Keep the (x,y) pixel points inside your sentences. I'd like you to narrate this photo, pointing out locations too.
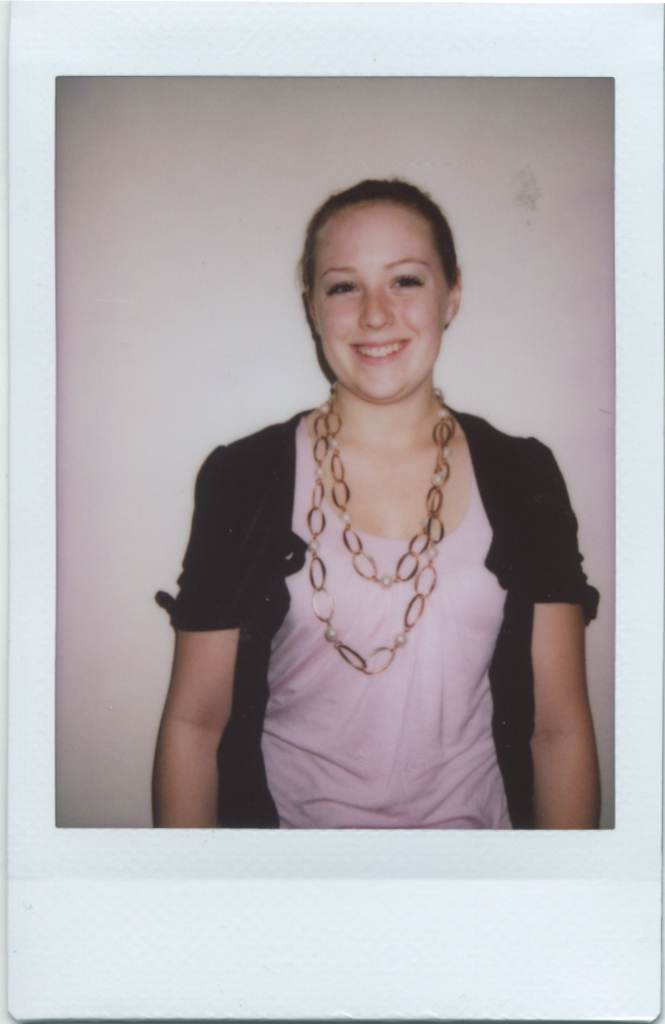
In the picture I can see a woman (361,493) is smiling. The woman (396,667) is wearing a necklace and clothes (408,562).
